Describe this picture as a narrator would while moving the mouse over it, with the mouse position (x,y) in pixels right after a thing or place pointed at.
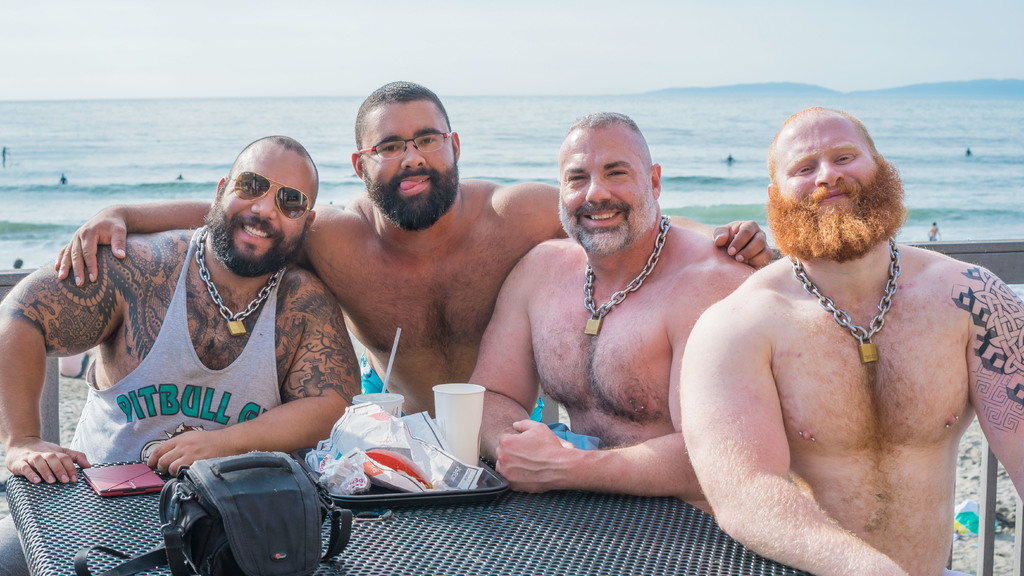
In this image, we can see people (526,261) sitting on the chairs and some are wearing chains (584,284) and tattoos (302,284) and some are wearing glasses (281,193). In the background (743,90), there are people (730,160) in the water (747,115) and we can see hills (927,90), a fence (986,244) and there are cups (386,405), papers (390,423), a straw (386,390), a bag (164,513) and some other objects (498,476) on the table (353,511).
